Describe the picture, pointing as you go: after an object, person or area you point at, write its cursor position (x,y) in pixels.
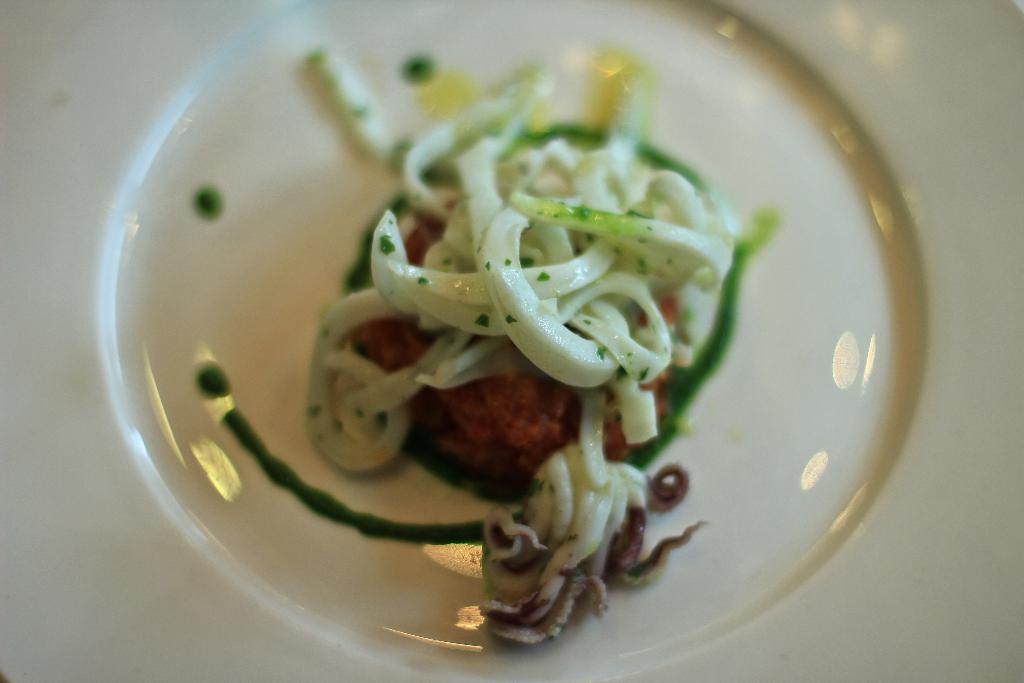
This picture shows food (667,346) on the white plate (815,305).
